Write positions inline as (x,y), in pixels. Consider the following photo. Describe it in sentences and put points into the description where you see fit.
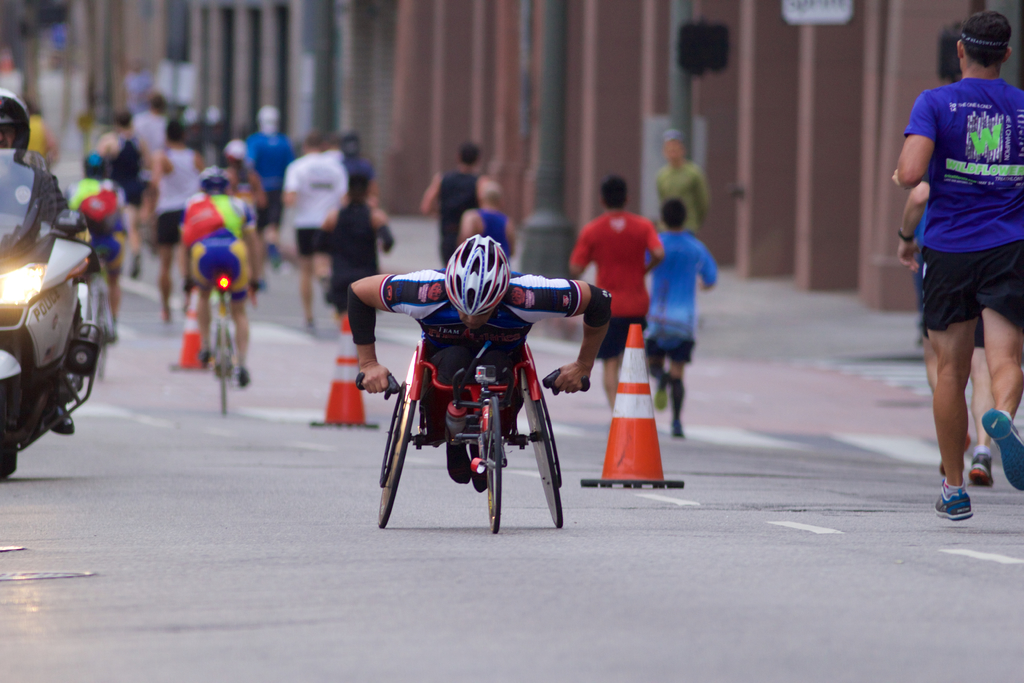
He is a person (569,382) on a wheelchair (403,400). There is a man (6,127) on the left side (91,294) and he is on motorcycle (93,332). There is a person (957,339) on the right side (993,139) and he is running and in the background (355,220) there are group of people (315,202). There is one person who is riding a bicycle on the left side (221,217).
